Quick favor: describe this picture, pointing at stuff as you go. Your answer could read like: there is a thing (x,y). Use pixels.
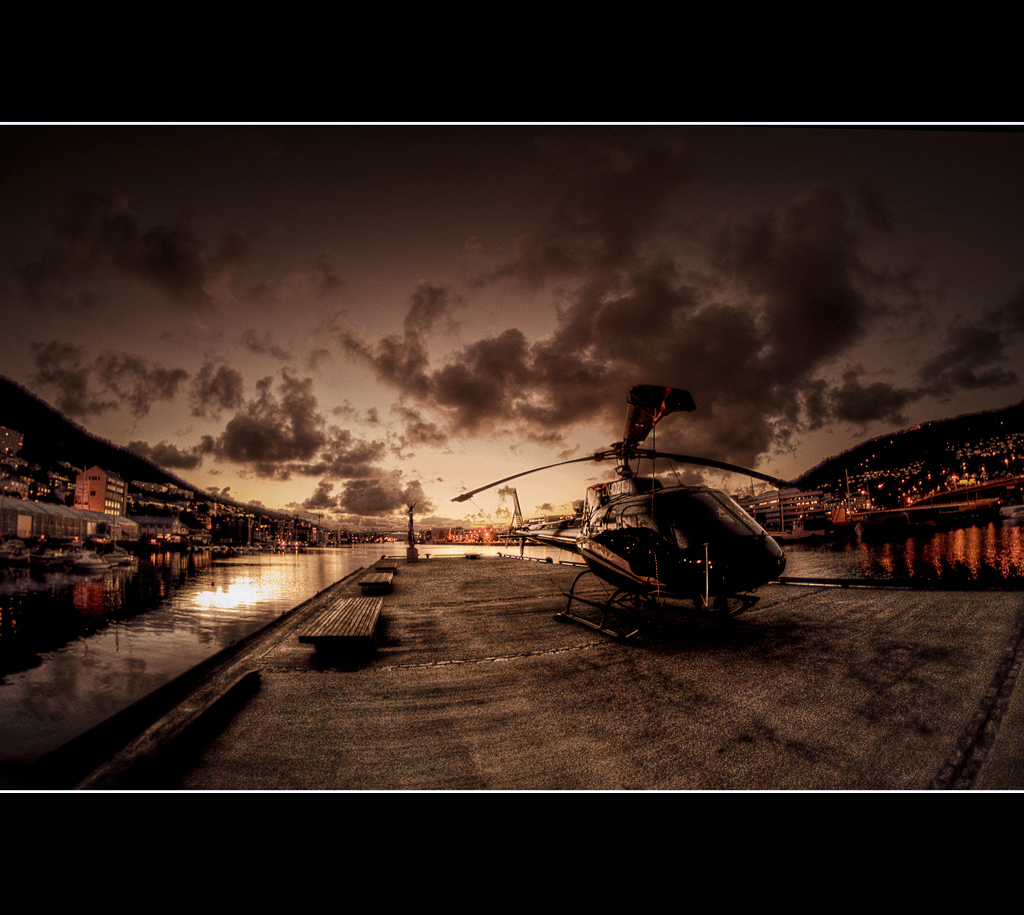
In this image we can see a helicopter (611,512), there are benches (346,614), houses (40,487), also we can see the mountains (22,402), water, and the sky (484,320), the borders (504,78) are black in color.
